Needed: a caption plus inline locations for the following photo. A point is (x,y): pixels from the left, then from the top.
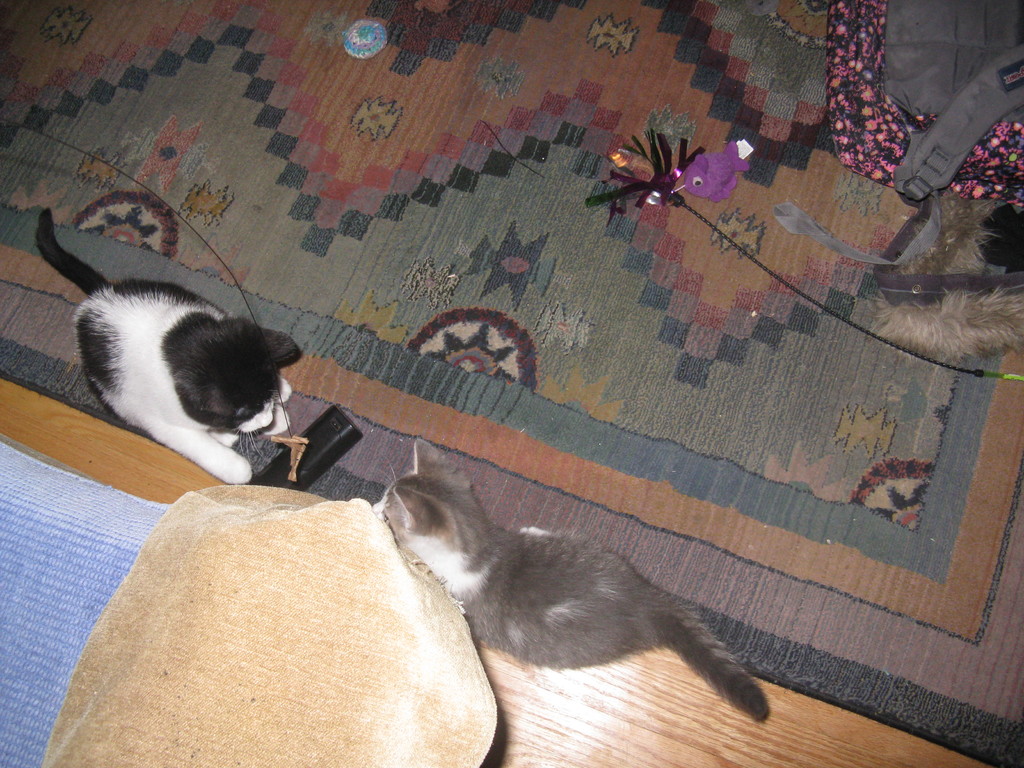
This image consists of two cats (207,350). At the bottom (921,549), there is a floor mat (630,313). On the left (102,551), there is a bed (69,594). On the right (957,166), we can see a bag (948,184).
